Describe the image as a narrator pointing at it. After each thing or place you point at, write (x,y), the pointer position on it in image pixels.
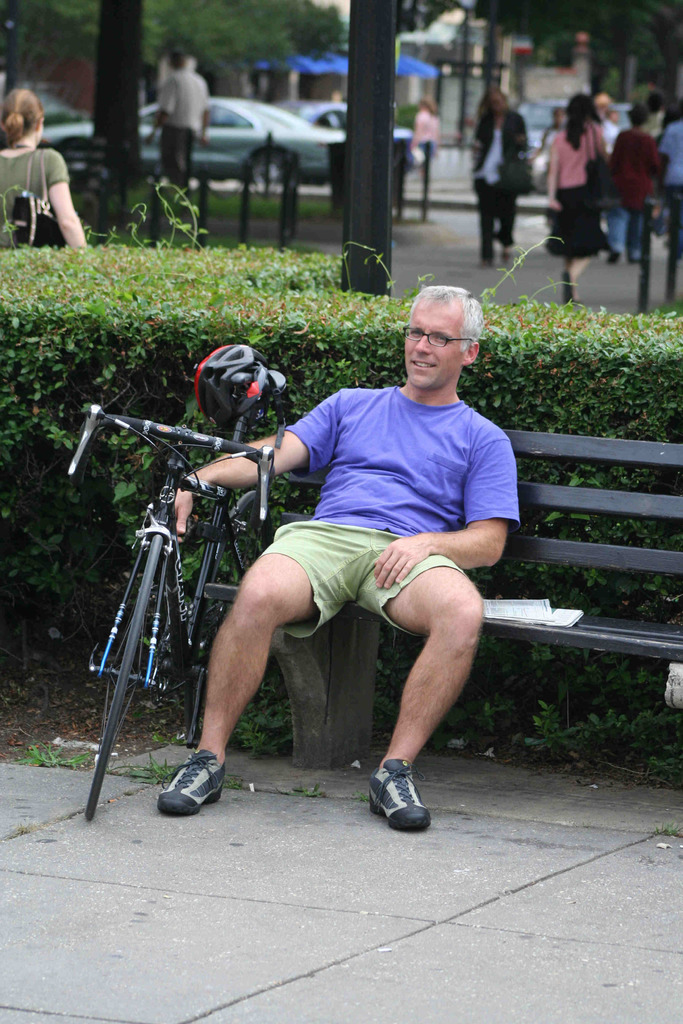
In the center of the image (441,586) we can see a person (436,487) wearing purple shirt (434,416) and spectacles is sitting on the bench (354,621) placed on the ground (431,891). To the left side of the image (176,608) we can see a bicycle (247,523) with a helmet (250,402) is placed on the ground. In the background (301,152), we can see a group of people (682,240) standing on the ground (609,264) and group of vehicles (323,167) parked on the road (410,192), group of poles (368,86) and trees (320,52).
